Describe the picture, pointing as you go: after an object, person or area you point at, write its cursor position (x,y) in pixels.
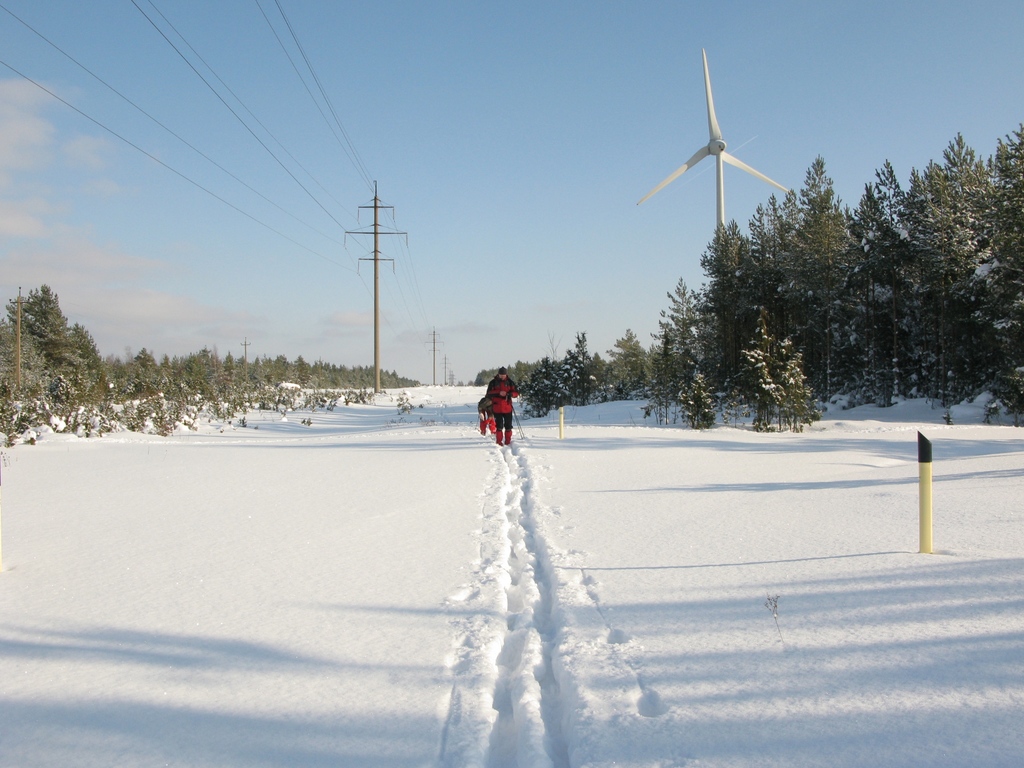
The man (507,434) in the middle of the picture (501,382) wearing red jacket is skiing. At the bottom of the picture (477,524), we see ice (663,597) and poles (923,544). There are many trees (697,345) and windmill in the background (355,372). We even see an electric poles (380,207) and wires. At the top of the picture (527,127), we see the sky (407,93).
